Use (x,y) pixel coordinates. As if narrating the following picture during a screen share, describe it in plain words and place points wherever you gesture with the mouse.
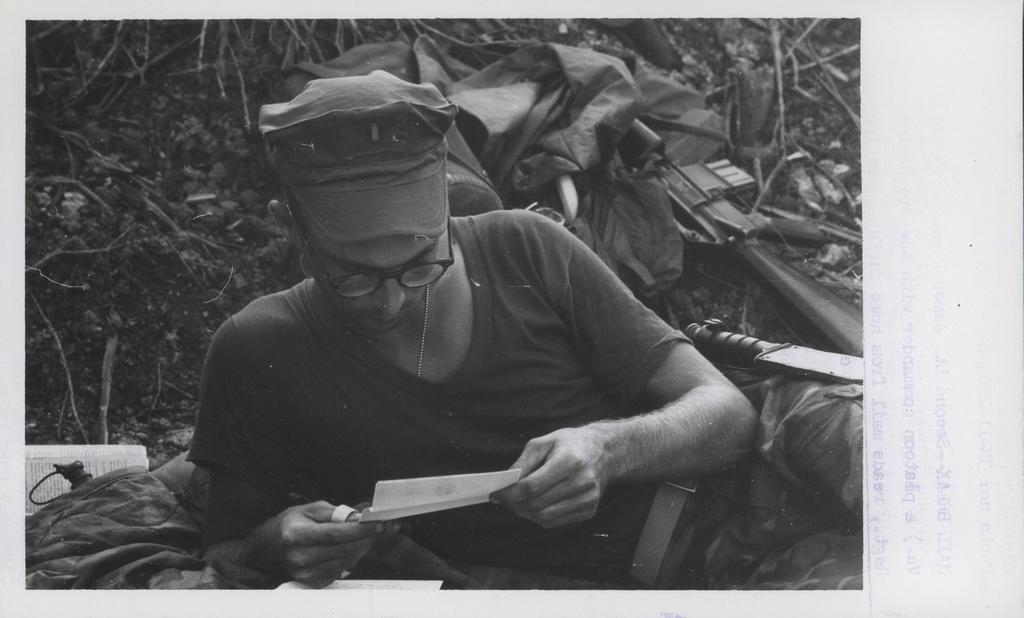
This is a black and white image. In this image we can see a person (496,409) wearing a cap (404,224) lying down holding a paper (375,499). On the backside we can see a gun (688,185) and a knife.
